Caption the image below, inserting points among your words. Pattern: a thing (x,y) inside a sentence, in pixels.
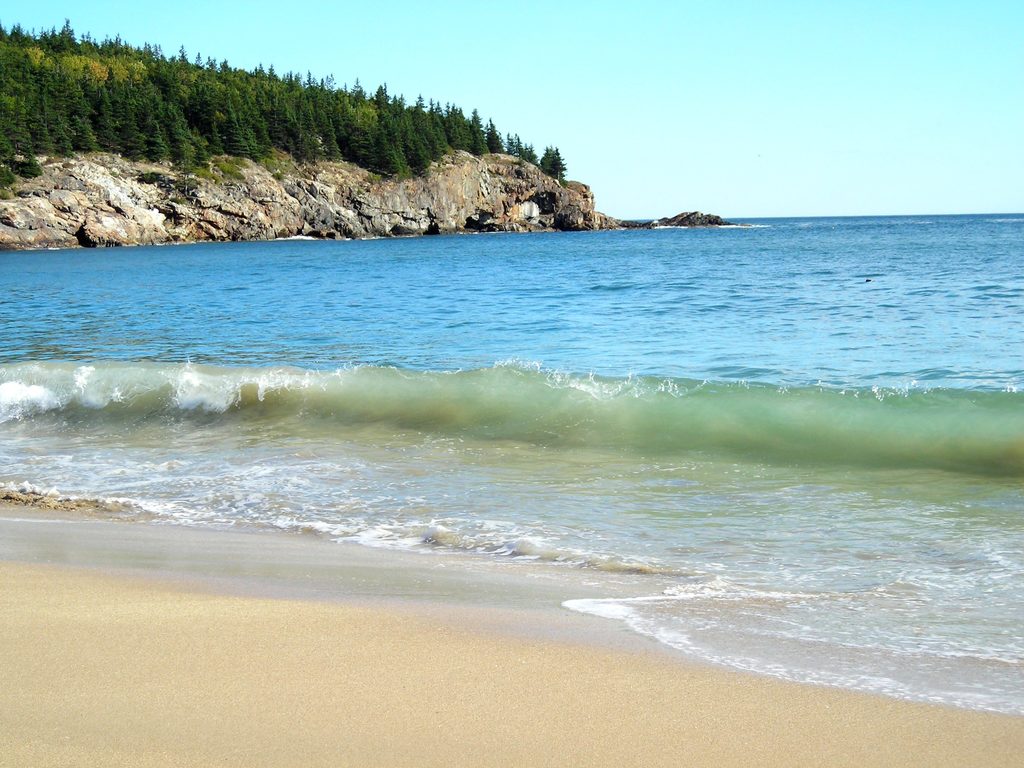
In the center of the image (456,400) we can see the ocean (532,371). In the background of the image (189,230) we can see the mountains (100,215) and trees (435,140). At the bottom of the image (432,693) we can see the soil (483,632). At the top of the image (693,39) we can see the sky (734,90).
